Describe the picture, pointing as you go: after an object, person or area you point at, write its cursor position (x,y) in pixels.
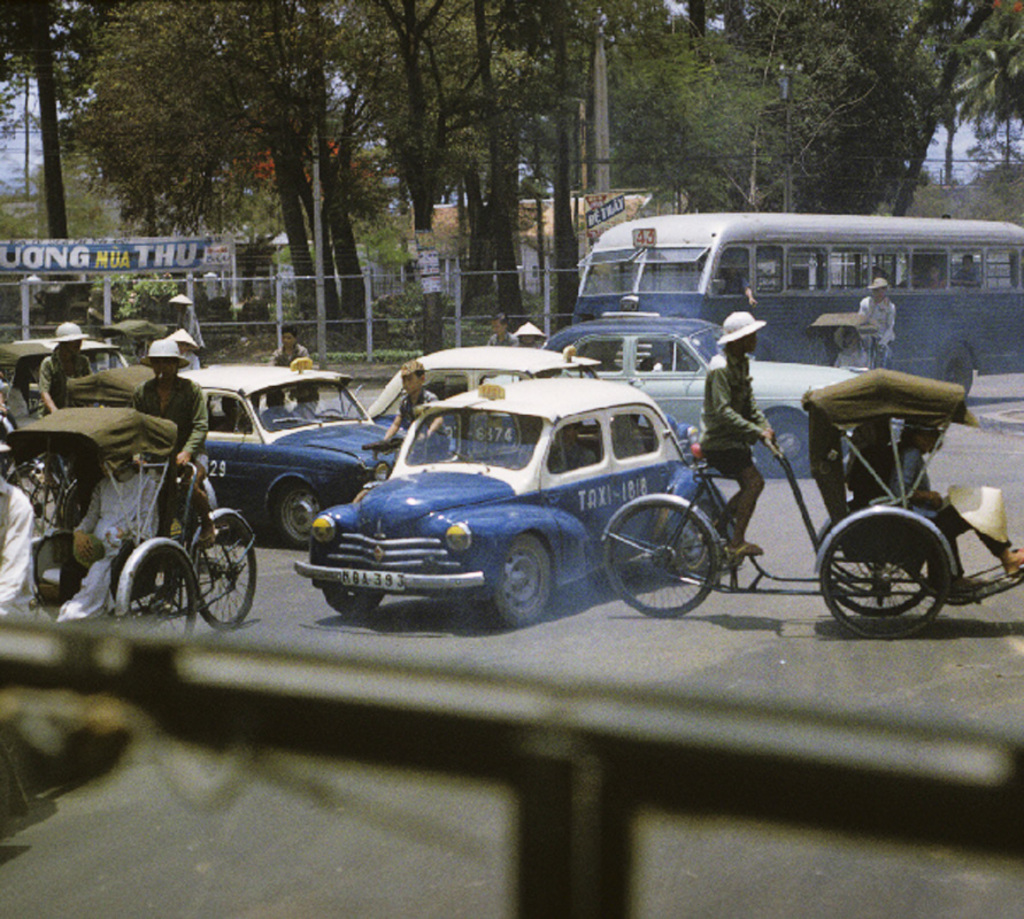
In the center of the image (405,439) we can see some people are riding the vehicles (530,518) and some of them are wearing the hats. In the background of the image (496,1) we can see the fence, poles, boards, trees (159,136) and sky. At the bottom of the image (734,783) we can see the road (91,881) and rods (613,717).
